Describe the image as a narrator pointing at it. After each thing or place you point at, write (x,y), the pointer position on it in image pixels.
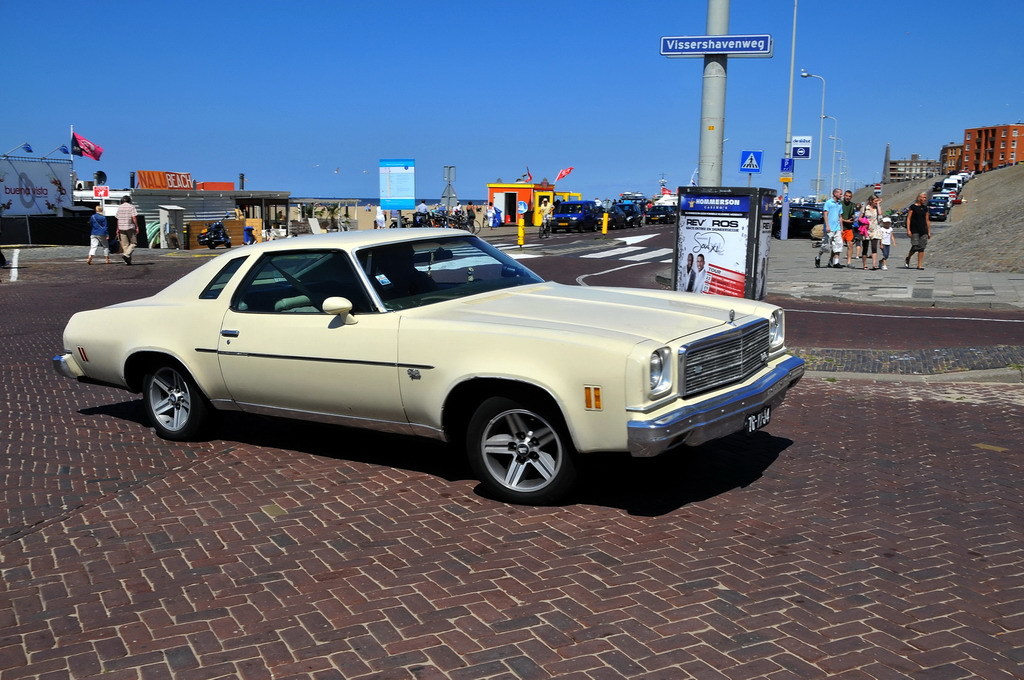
In the center of the image (410,333) there is a car (294,386) on the road (246,580). In the background (538,219) we can see persons (918,222), poles (702,121), buildings (964,150), vehicles (463,220), flag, advertisements (680,264), sand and sky (476,94).
